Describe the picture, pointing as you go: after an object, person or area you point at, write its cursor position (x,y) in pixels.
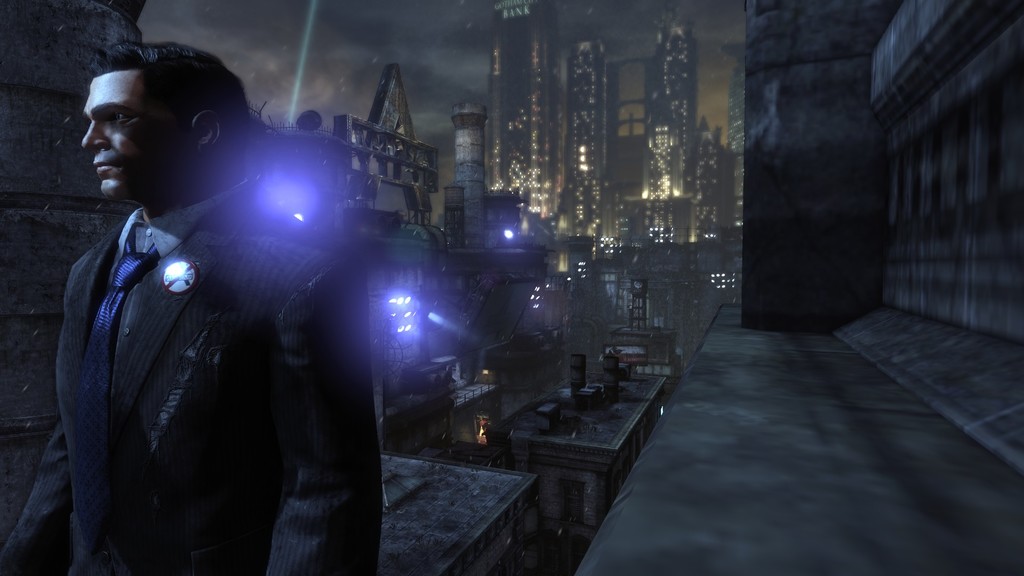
This image is an animation. On the left side of the image (210,284) we can see a man (181,412). In the background (441,327) there are lights (402,296), buildings (571,250) and sky (445,113).
